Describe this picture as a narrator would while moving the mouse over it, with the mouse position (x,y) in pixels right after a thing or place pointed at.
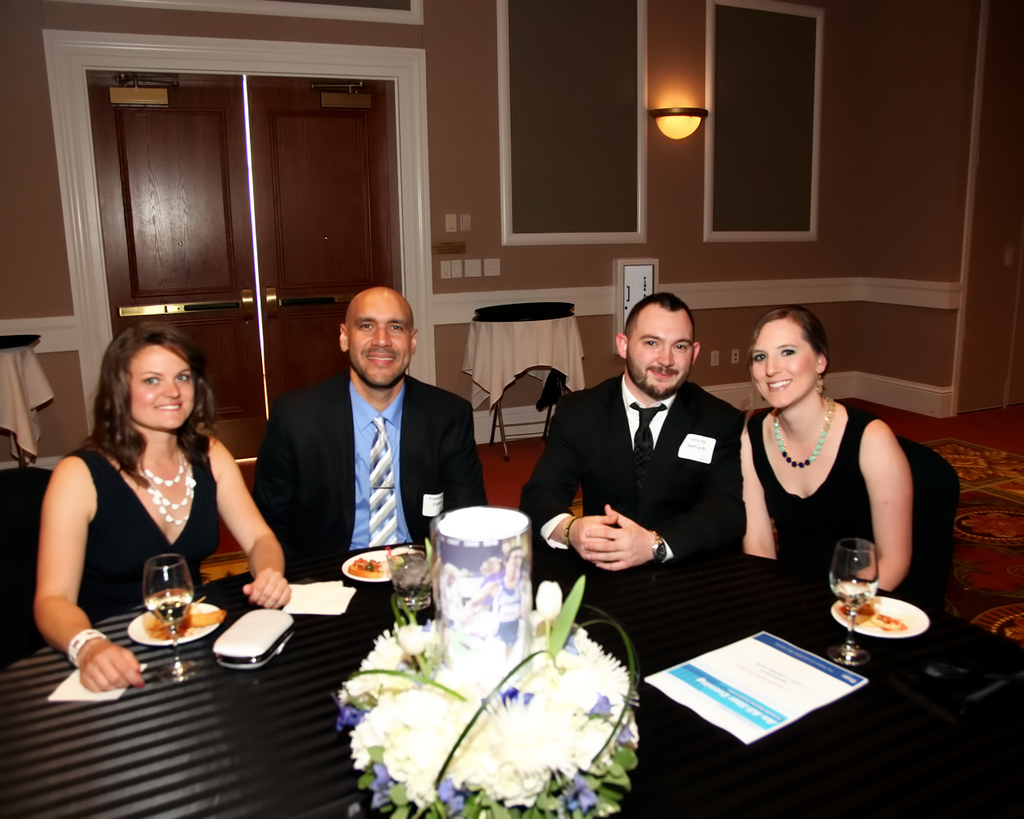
On the background (938,204) we can see wall (495,196), door (354,195) and tables (494,340). Here we can see persons (599,447) wearing black dress (534,506) sitting on chairs (13,484) in front of a table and they are carrying smile on their faces (167,381). On the table (816,814) we can see plate (909,622) of food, drinking glasses (185,592), flower vase (608,701), papers (720,653), tissue paper (322,592) and a wallet (270,645). This is a floor (995,535) with carpet (965,548).
